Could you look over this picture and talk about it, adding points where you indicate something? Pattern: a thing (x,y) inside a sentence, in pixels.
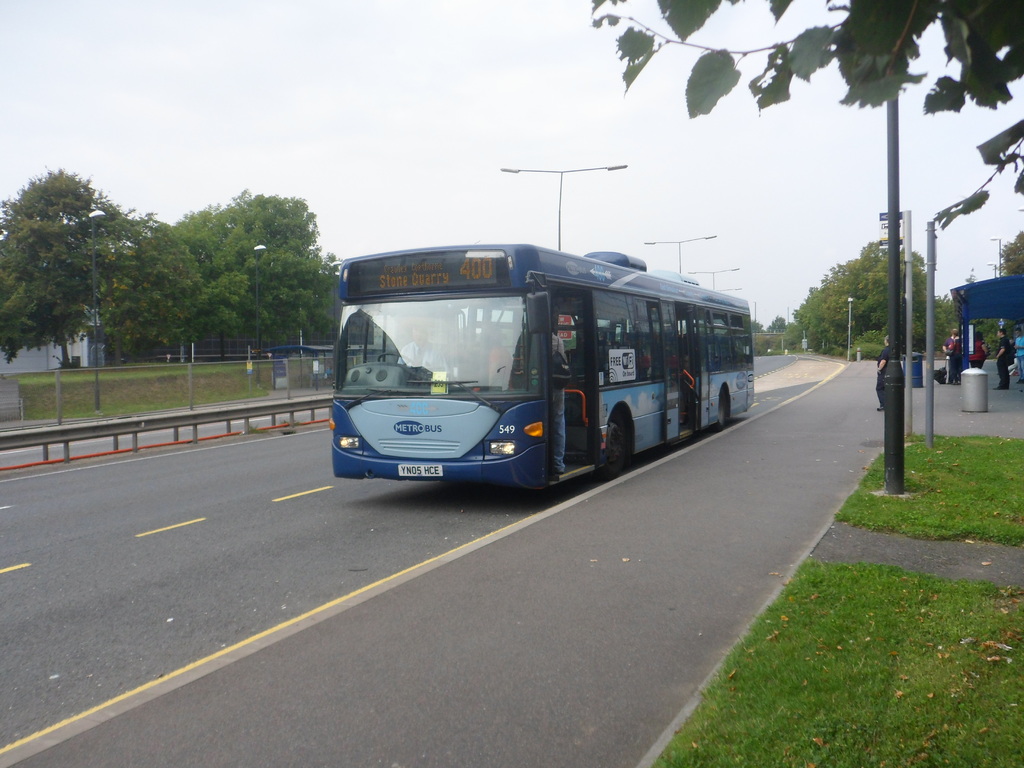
In the center of the image (505,407) we can see a bus (496,405) on the road (368,561). On the right side of the image (1018,19) there are trees (866,305), poles (890,342), bus stand (1013,284) and persons (978,360). On the left side of the image (284,261) we can see trees (91,277), building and fencing (165,386). In the background (362,112) there is a sky (563,107).
